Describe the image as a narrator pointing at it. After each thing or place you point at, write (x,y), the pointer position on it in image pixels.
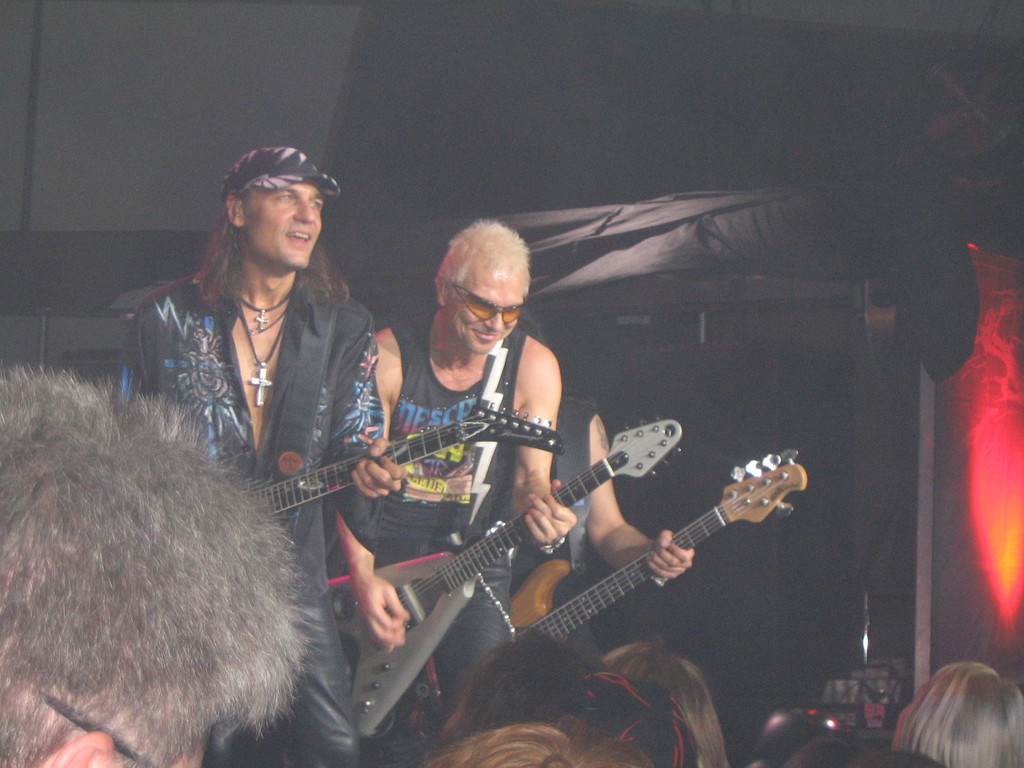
The people (381,470) wearing black dress (421,467) is playing guitar (524,533) and there are group of people (682,678) in front of them.
